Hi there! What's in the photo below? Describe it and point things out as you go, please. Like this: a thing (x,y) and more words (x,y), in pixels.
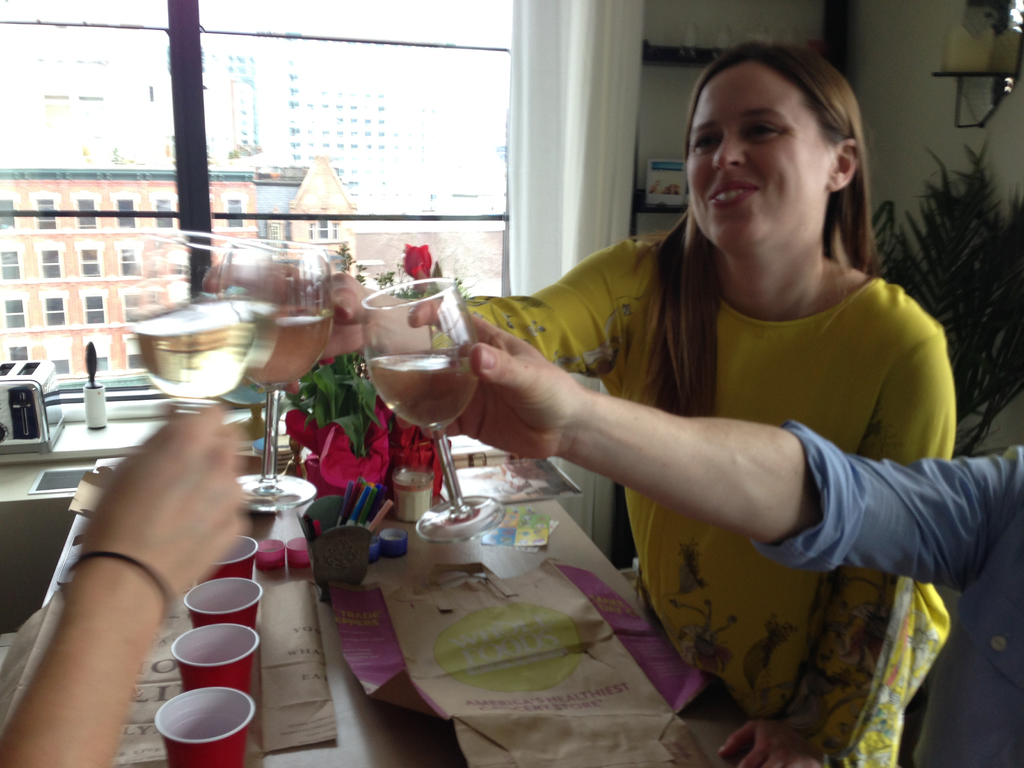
In this picture there is a woman (870,318) wearing a yellow dress (731,320), holding a glass (255,342). In the left side (49,677) and right side (954,503) there are human hands (492,399) holding a glasses (377,314). In the center (350,428) there is a table (347,710), on the table (358,718) there are glasses (217,619), papers (310,615) and a plant (363,424). In the background (341,166) there is a window (322,69), through a window (306,77) there is a building (264,173).
